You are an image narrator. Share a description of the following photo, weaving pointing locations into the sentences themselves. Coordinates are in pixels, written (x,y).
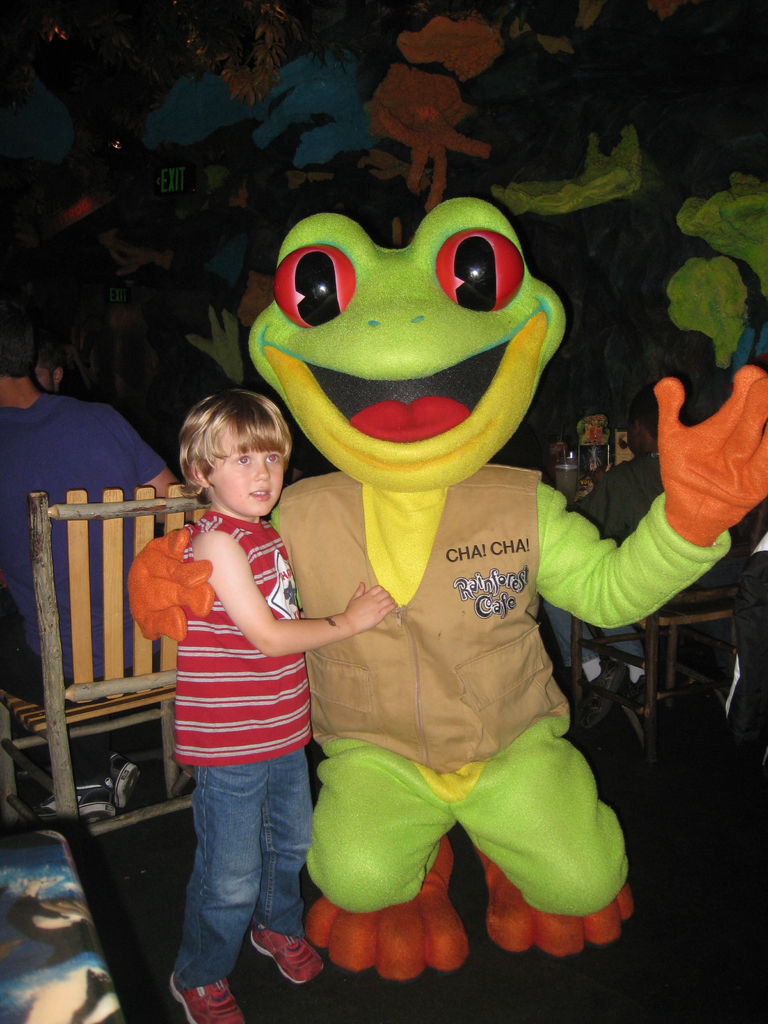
In the foreground of the picture (277,784) there is a kid (221,876), beside him there is a mascot (417,633). Behind them there are people (77,472), chairs (47,575), table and wall (521,104) painted with different symbols (327,96).
